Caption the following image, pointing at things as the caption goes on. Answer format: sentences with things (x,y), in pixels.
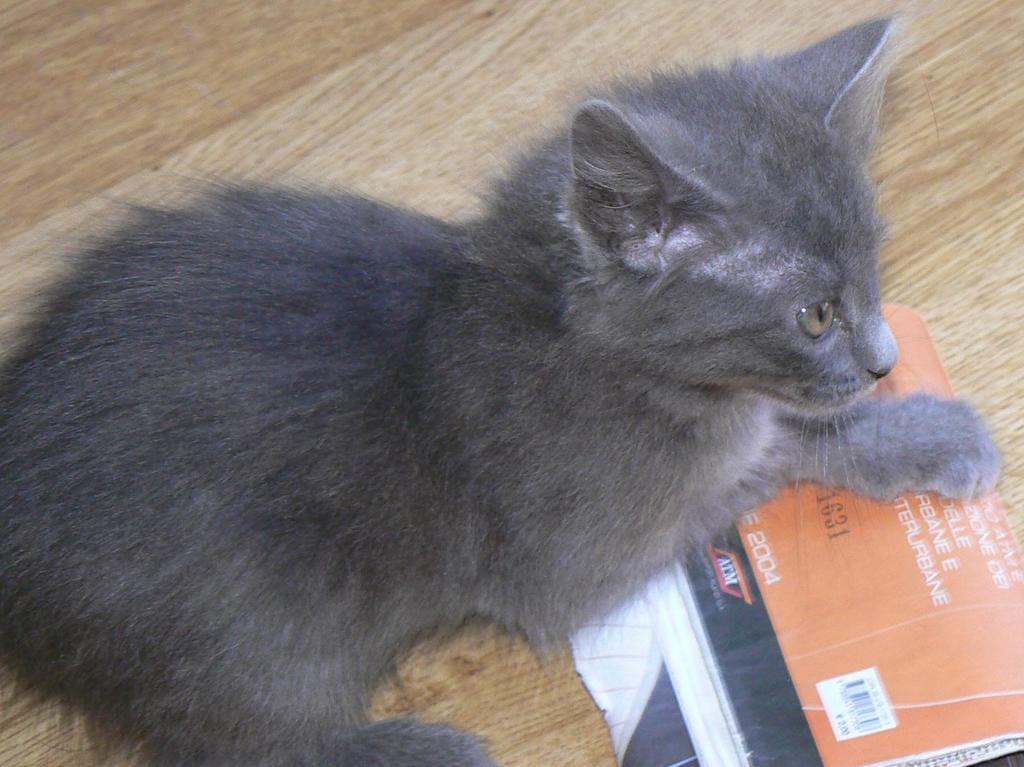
In the picture I can see a gray color cat (238,435) is lying on the wooden surface (479,653). Here we can see an object (726,653) which is in orange color.
